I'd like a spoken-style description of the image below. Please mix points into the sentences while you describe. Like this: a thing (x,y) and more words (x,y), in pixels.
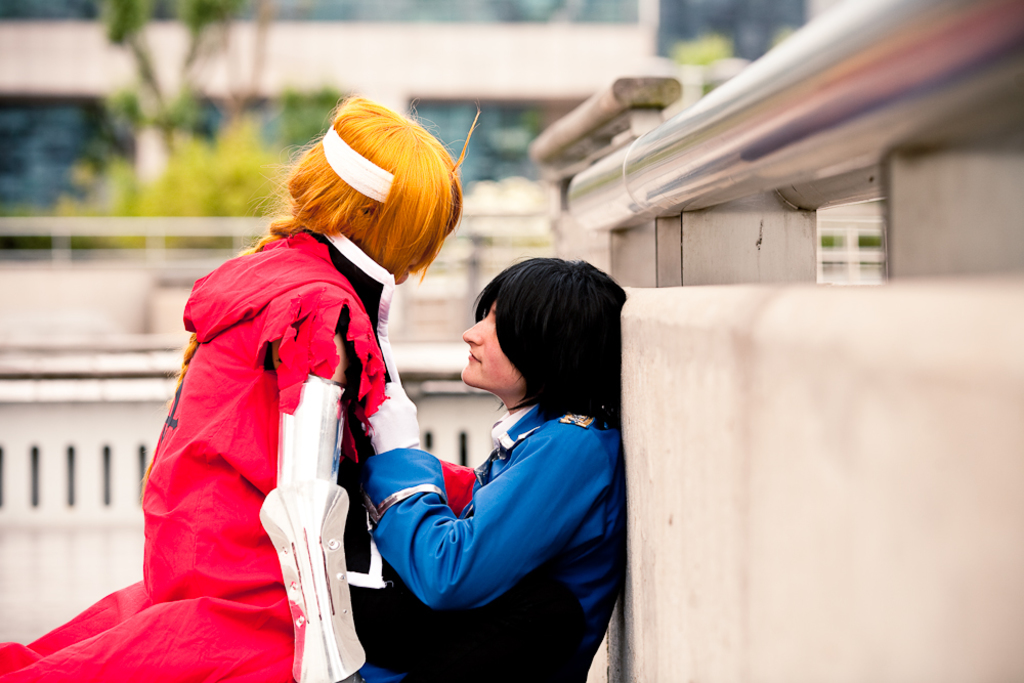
In the picture we can see a person (392,669) sitting and leaning to the wall (797,402) and the person (559,678) is in blue costume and holding a person (260,348) with a red costume (166,656) on and in the background (210,18), we can see the wall (178,262) and behind it we can see some plants (206,191) and tree (140,92) near the building (178,38) which is not clearly visible.
